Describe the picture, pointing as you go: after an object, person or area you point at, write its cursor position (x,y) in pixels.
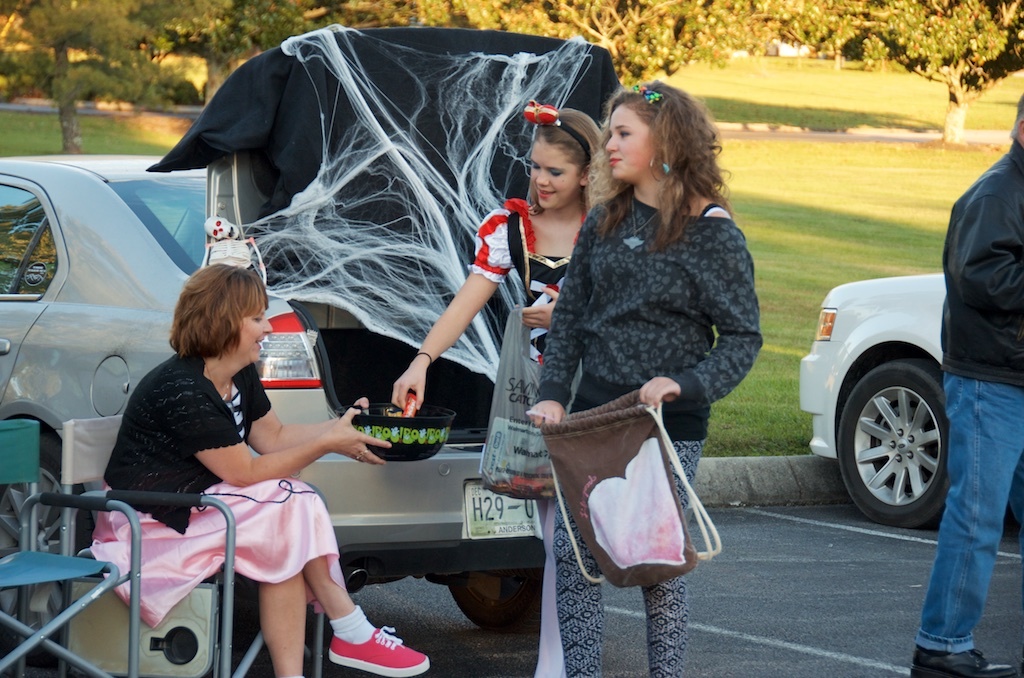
In the center of the image (599,359) we can see two (609,313) girls standing and holding bags (519,441). On the left (262,494) there is a lady (273,504) sitting and holding a bowl (404,454). There are chairs (103,496). On the right (1018,354) there is a man (1011,460). In the background (942,383) there are cars (874,314) and trees (561,29).
